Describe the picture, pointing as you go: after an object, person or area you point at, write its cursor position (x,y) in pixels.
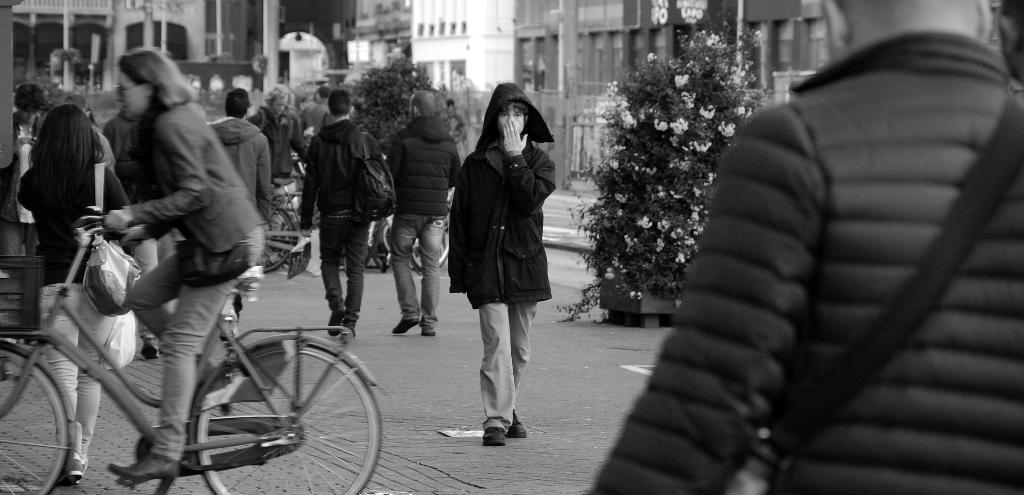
A lady (217,233) wearing a bag (201,270) is riding a cycle (221,376). There are many persons (355,174) are walking on the road (397,342). In the front (481,263) a person (500,226) is wearing jacket (493,206). On the sides there are trees (632,100) with flower (677,127). In the background (492,26) there are buildings (487,26).
